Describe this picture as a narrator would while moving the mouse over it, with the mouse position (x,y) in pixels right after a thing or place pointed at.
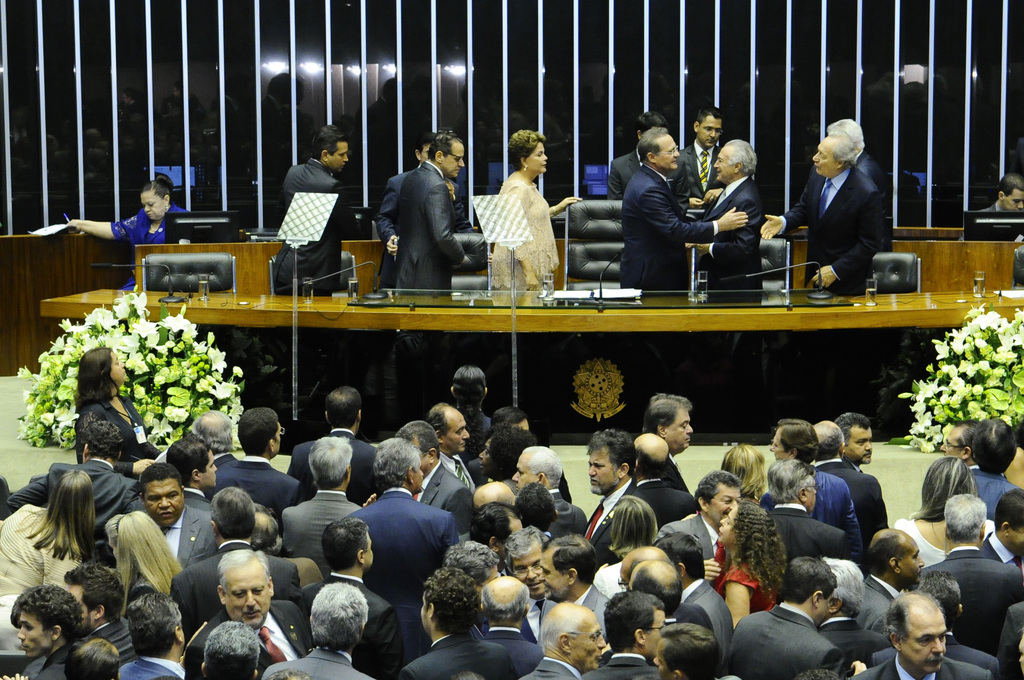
In this image I can see the group of people (416,581) and these people (438,507) are wearing the different color blazers (436,536) and different color dresses (743,580). In-front of these people (512,438) I can see the few people (681,274) are standing and these people (537,212) are also wearing the different color blazers (643,216) and the dresses (151,240). There is a table (357,308) in-front of these people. I can see some papers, glasses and mics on the table (429,316). There are chairs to the side and I can see the flowers (149,388) to the side. In the back (590,122) there is a glass wall (296,72).
